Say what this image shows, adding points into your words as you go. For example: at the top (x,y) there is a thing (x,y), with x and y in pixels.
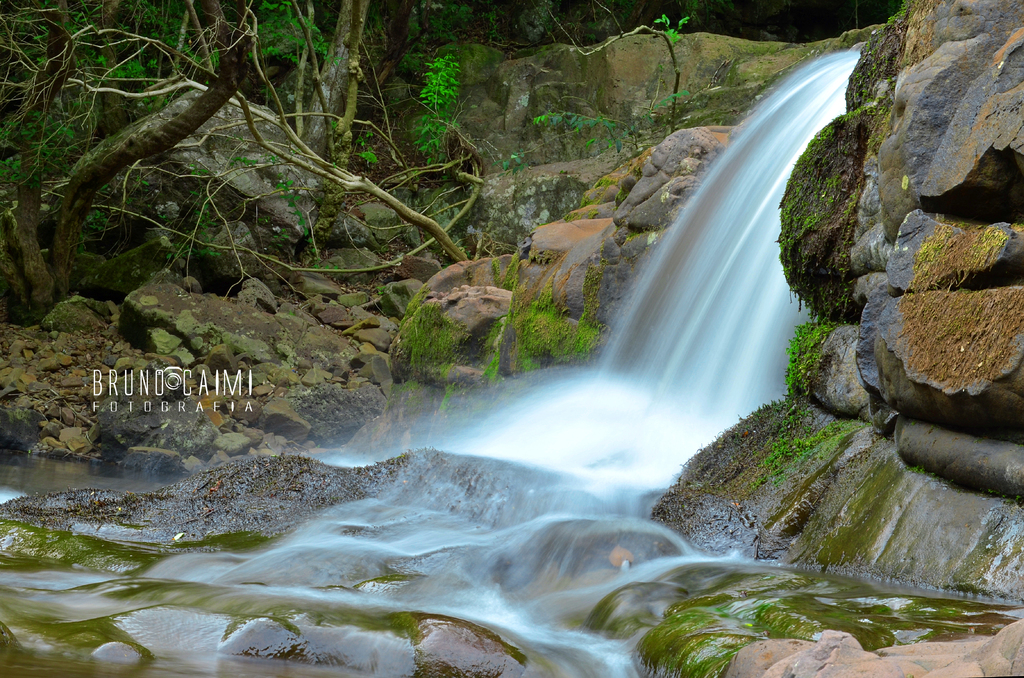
In this image we can see the waterfall (506,443), rocks (511,291), plants (509,320) and trees (76,112). Here we can see the watermark (241,409) on the left side of the image (250,386).
